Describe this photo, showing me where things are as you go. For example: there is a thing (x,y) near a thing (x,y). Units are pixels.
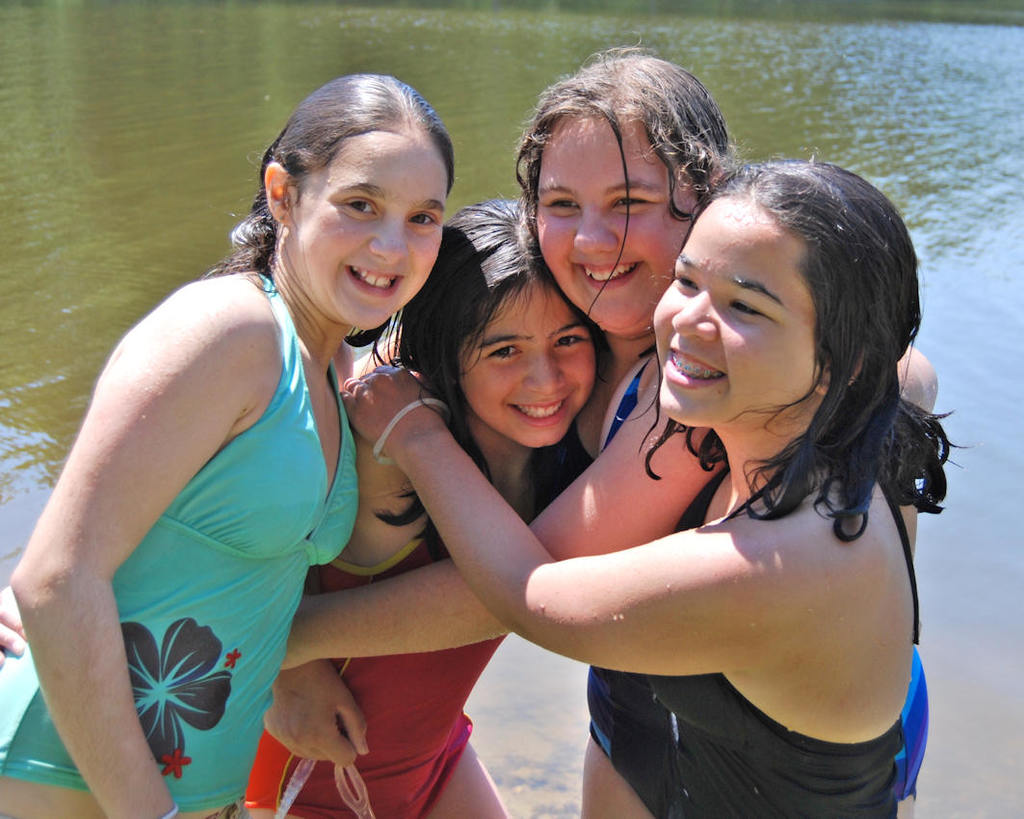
In the foreground of the picture (453,375) there are group of girls (465,286), behind them there is a water body (286,60).
